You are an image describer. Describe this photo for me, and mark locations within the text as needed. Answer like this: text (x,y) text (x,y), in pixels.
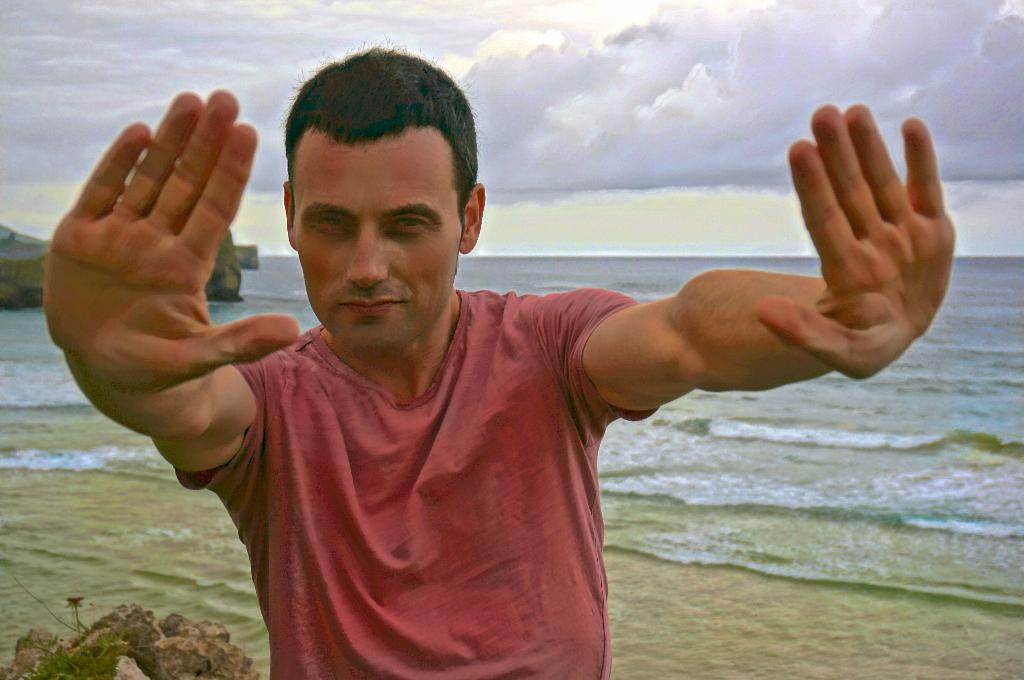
In the image we can see a man (422,505) wearing clothes (462,555). This is a rock (189,652), sand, water (928,415) and a cloudy sky (762,156).
